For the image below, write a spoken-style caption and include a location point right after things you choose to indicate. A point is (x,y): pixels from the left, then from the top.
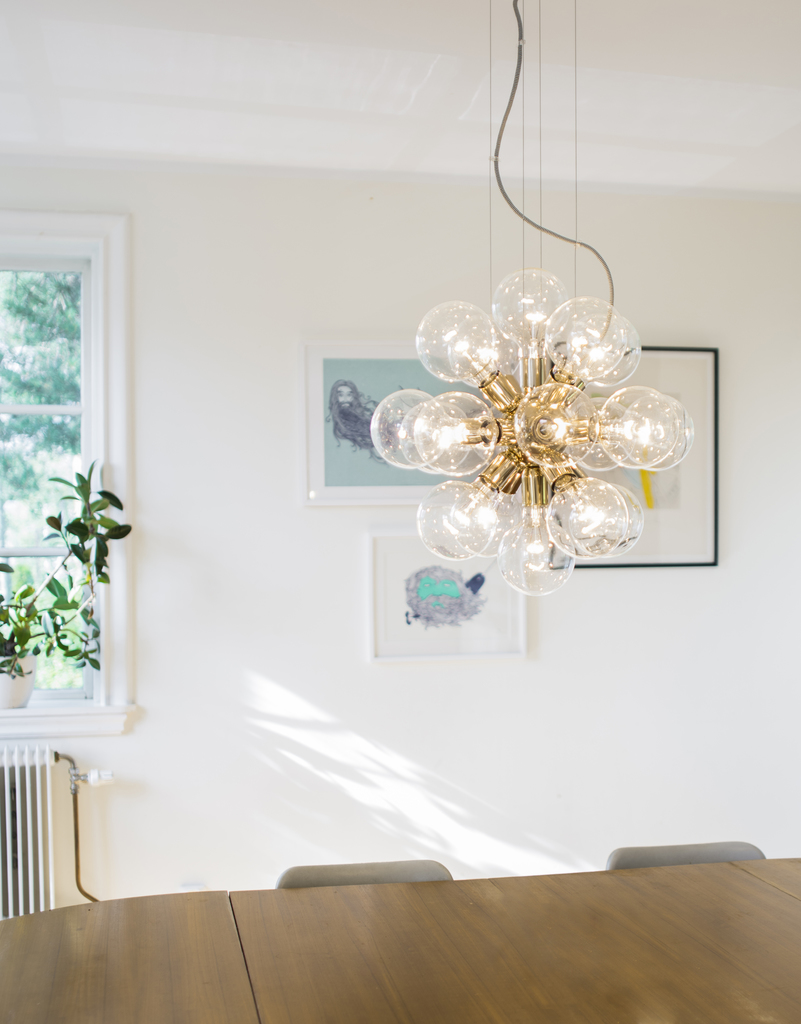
This is an inner view of a house (634,712) containing a chandelier (571,487) to a roof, a plant (75,594) in a pot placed beside a window (67,691), some photo frames (385,646) on a wall (522,693), a table (717,900) and some chairs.
